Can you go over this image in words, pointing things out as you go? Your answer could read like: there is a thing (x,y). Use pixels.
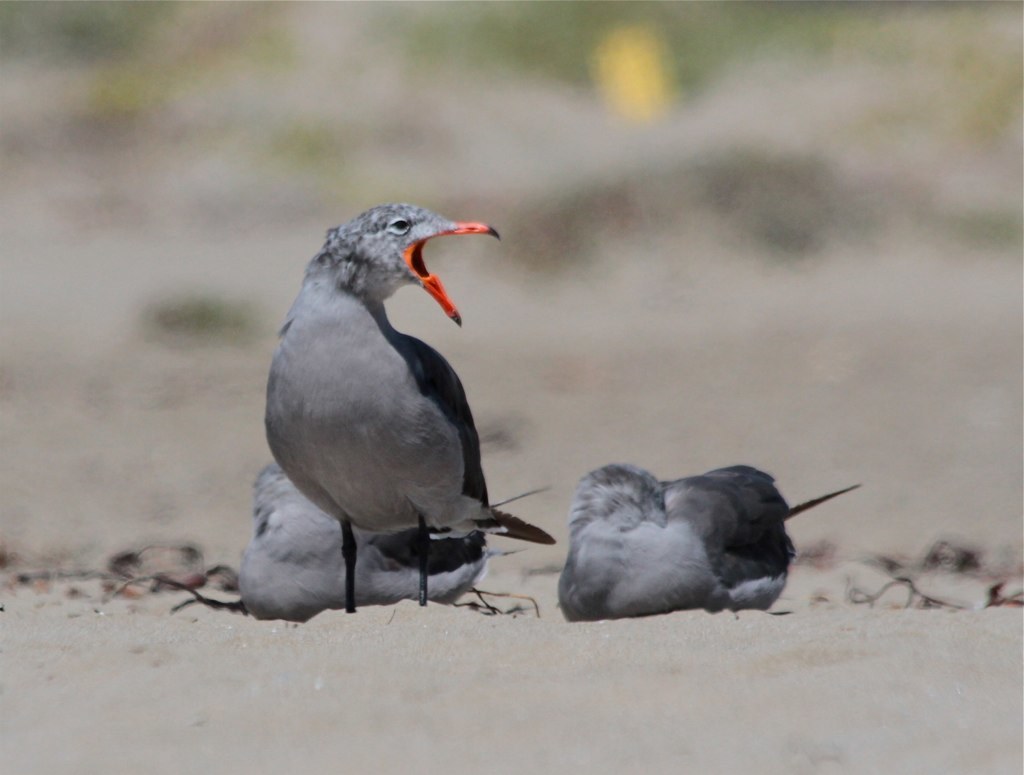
In this image I can see few grey colour birds (377,446) on ground (262,643). I can see this image is blurry from background (134,346).
